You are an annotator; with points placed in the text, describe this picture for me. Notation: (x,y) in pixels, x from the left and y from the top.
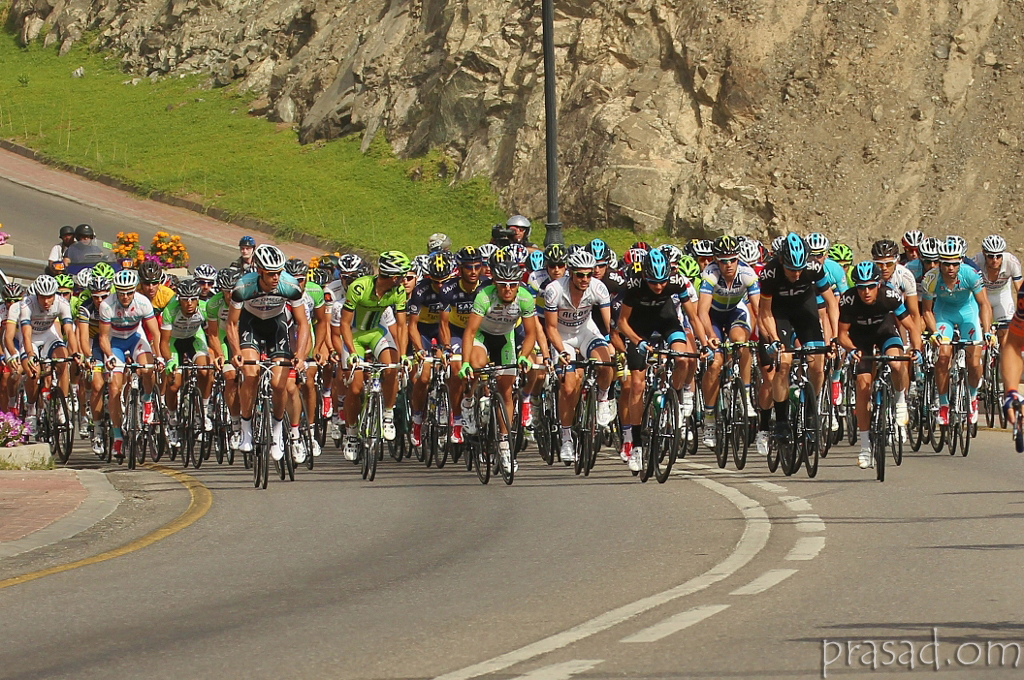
There are many people (408,300) wearing helmets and goggles (394,283) are riding bikes (585,416) on the road (640,581). In the background (332,89) there is rock (328,24), grass lawn (247,142) and a pole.
